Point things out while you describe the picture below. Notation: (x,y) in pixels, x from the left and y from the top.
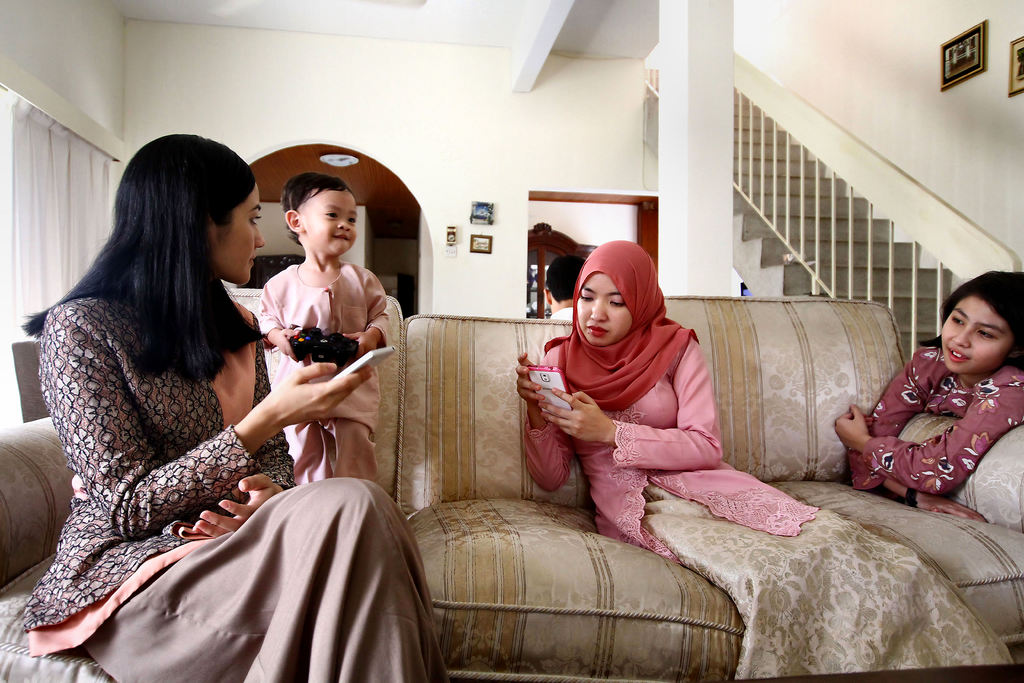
In this picture we can observe two women (692,515) sitting in the sofa (474,560). There is a kid (276,381) holding a black color joystick (313,345) on the sofa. On the right side (883,461) we can observe a girl (919,452). There are stairs (899,254) and a railing (832,249) on the right side (832,162). We can observe white color pillar (724,172). In the background (421,98) there is a wall (315,120). There are curtains (48,165) on the left side (28,170).
